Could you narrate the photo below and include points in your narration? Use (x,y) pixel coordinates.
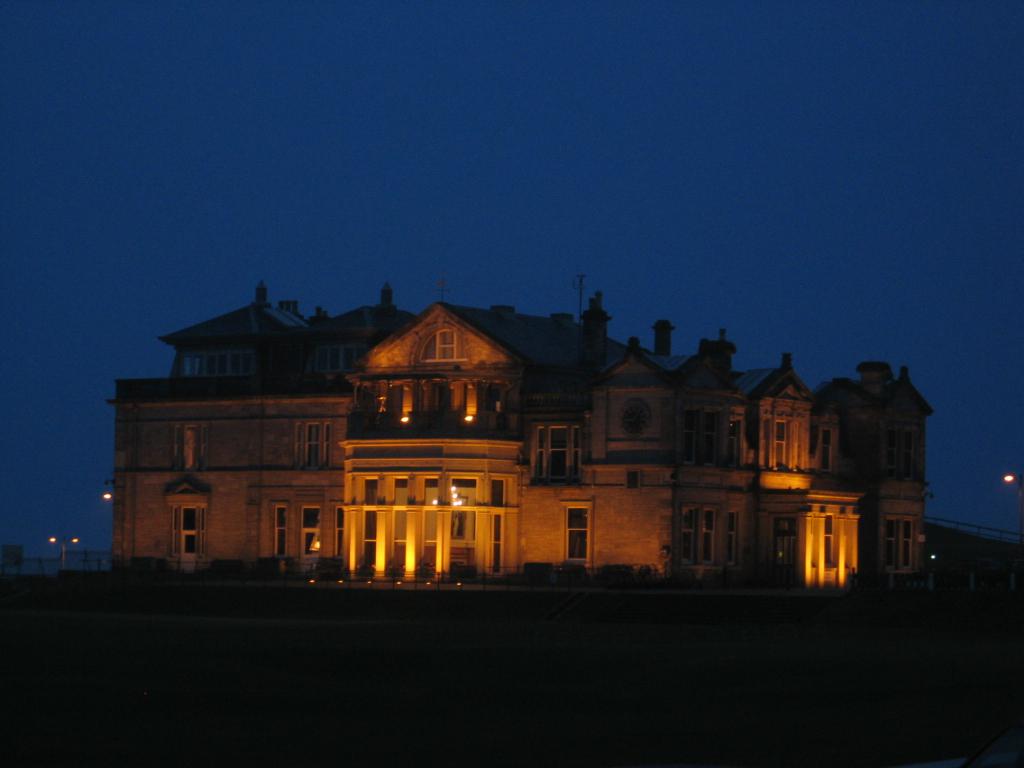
The image is captured in the night time it is a beautiful palace (725,363) with a lot of windows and doors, there are some lights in front of the doors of palace (428,509). in the background (369,207) there is a sky (338,188).
